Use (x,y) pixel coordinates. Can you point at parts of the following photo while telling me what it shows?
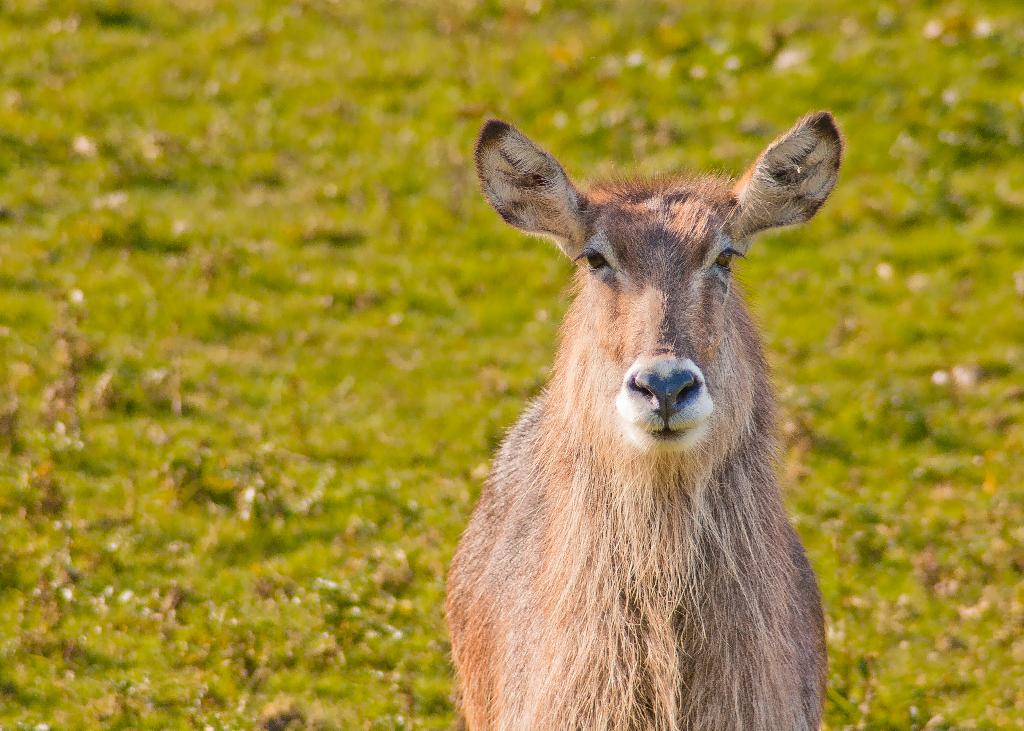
In this image we can see a deer (640,464).
